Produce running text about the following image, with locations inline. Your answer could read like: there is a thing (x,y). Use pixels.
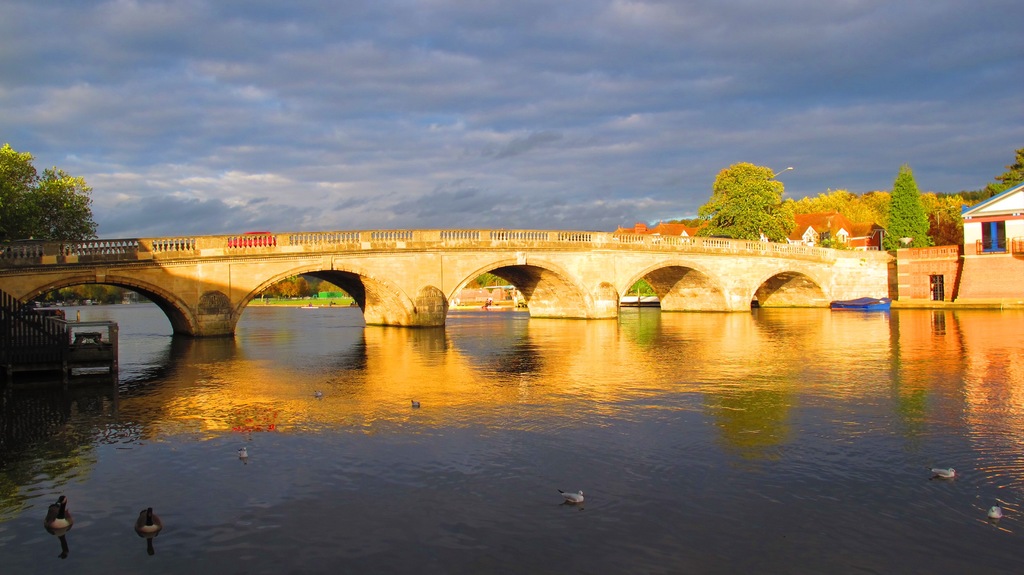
In this image there are birds (950,476) and geese (58,510) on a lake (108,445), in the background (849,287) there is a bridge (197,288), trees (40,207), houses (1001,209) and the sky (489,77).
